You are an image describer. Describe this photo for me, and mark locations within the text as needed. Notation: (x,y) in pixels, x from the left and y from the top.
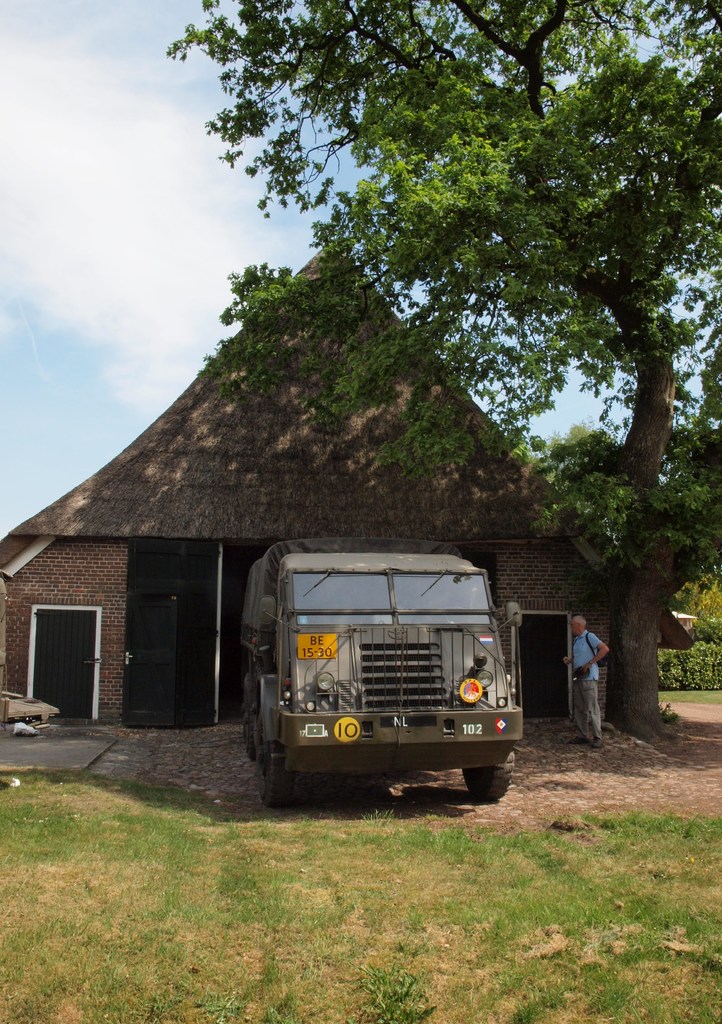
In the center of the image (295,673) there is a truck (503,787). There is a house (293,471). There is a tree (672,400). There is a person (579,702) standing. At the bottom of the image (458,936) there is grass (227,867). In the background of the image (85,289) there is sky (77,357).
